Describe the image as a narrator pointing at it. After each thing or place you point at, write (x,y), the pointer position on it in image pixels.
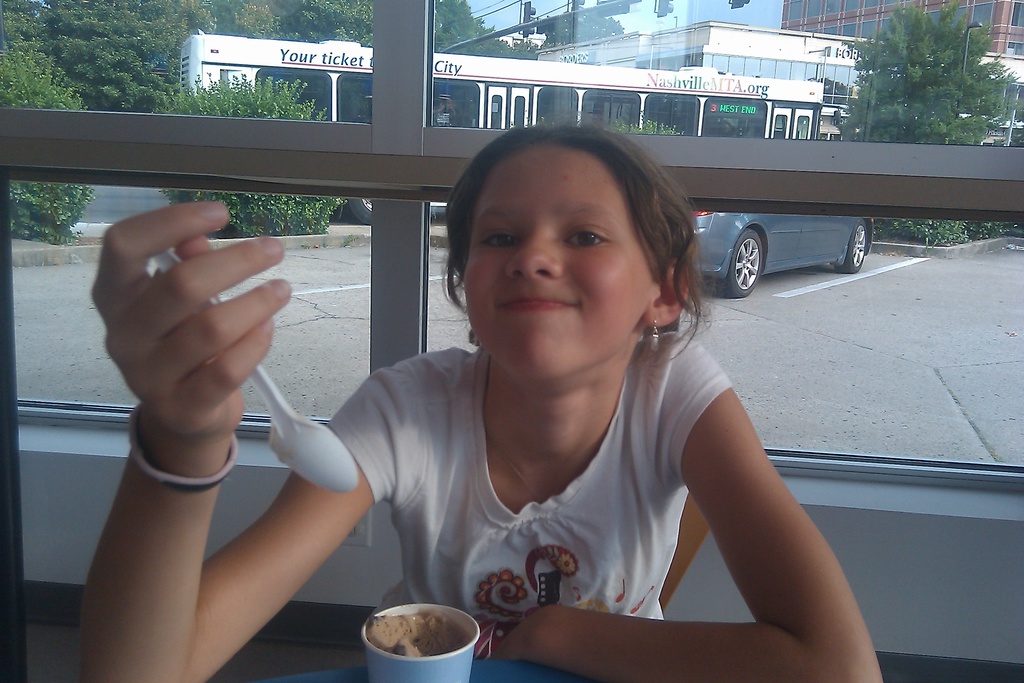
In this picture I can see a food item (417,638) in a cup (400,670) on an object (490,675), there is a girl (509,317) sitting and holding a spoon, and in the background (317,94) there are vehicles (614,87) on the road (984,342), there are lights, buildings (717,28) and trees (933,117).
